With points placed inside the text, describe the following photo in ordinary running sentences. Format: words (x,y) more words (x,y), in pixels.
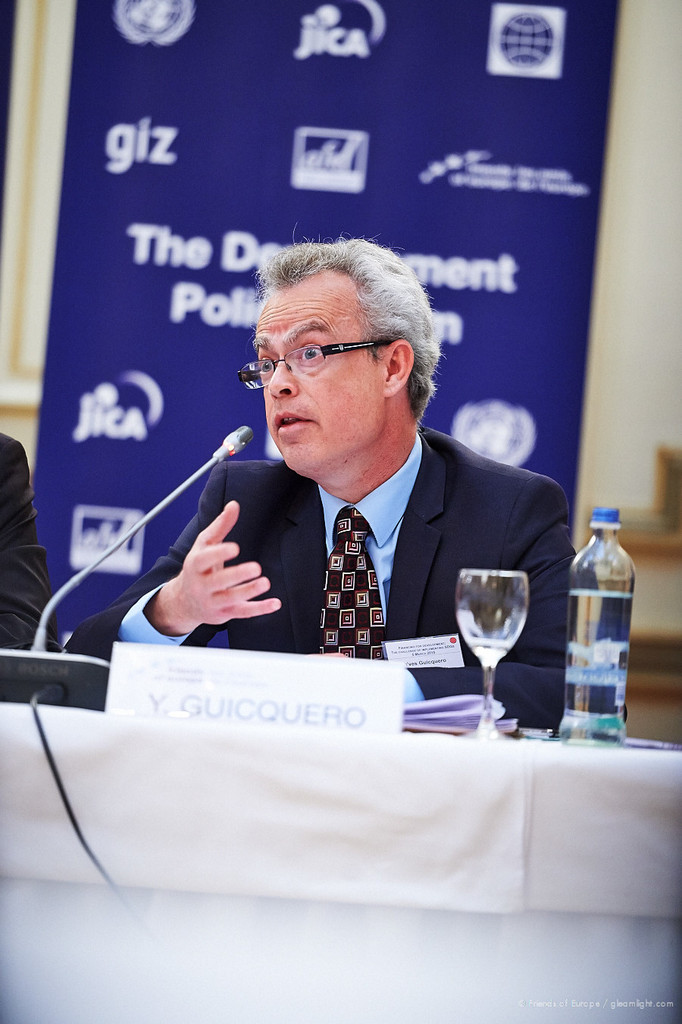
In the center (340,602) we can see one man (448,554) he is sitting on the chair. In front of him there is a table (485,777) on table (620,842) we can see one glass (500,630) and one water bottle (604,677) and some other objects (313,686). And back of him we can see banner (467,251).
